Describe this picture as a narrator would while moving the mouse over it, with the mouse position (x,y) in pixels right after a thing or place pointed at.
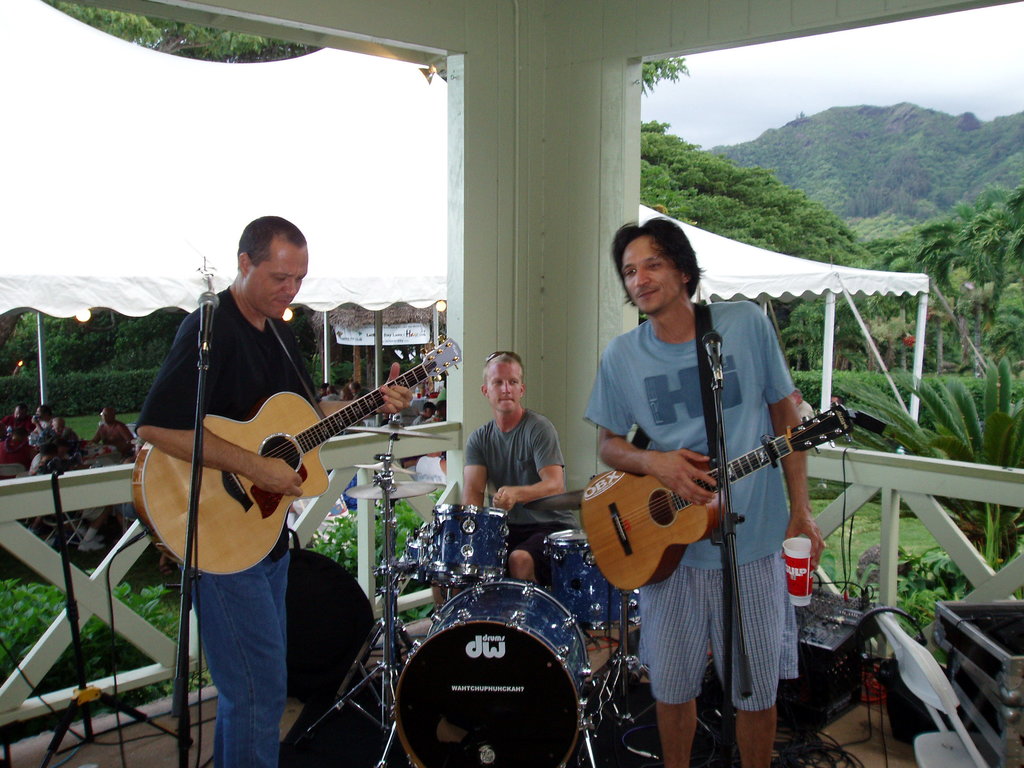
In this image i can see there are three men (261,470), among them one is sitting on a chair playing drums (482,536) and other two men (696,388) are playing guitar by holding in their hands (798,529). The person (688,376) on the right side (753,614) is holding a cup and smiling, behind this people (501,430) we have a tree (944,255) and a mountain (890,172).
